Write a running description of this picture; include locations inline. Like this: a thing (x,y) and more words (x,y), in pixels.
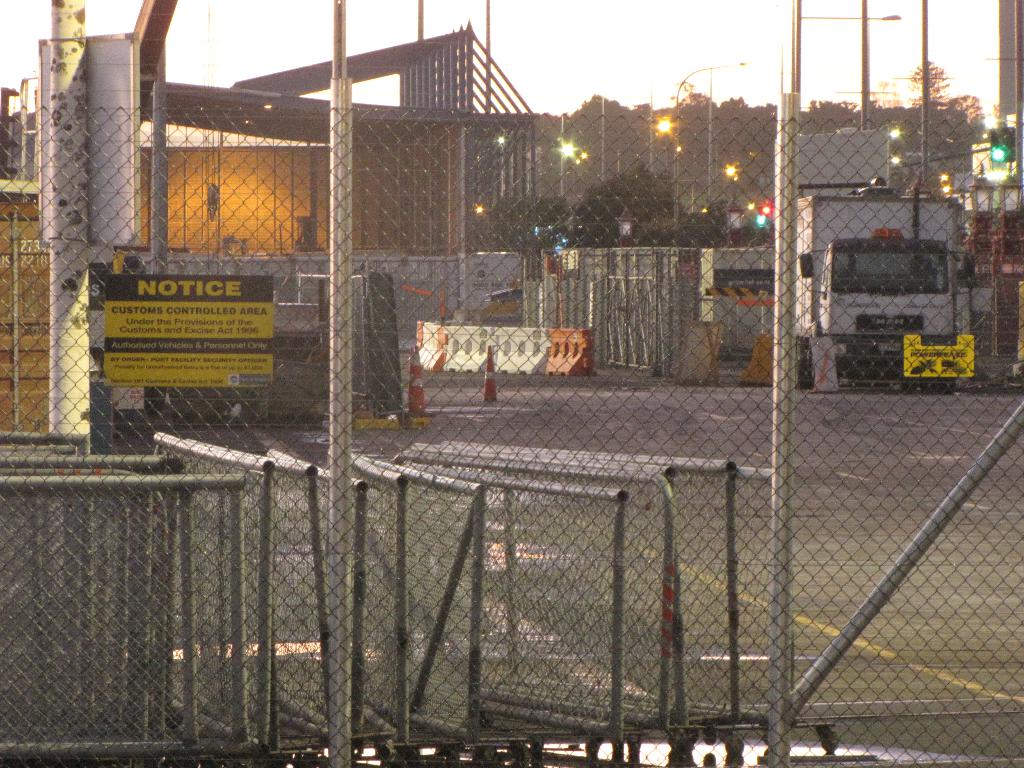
In this image we can see buildings (444,227), motor vehicles (811,291) on the road (435,389), traffic cones (419,390), information boards (200,330), street poles (836,19), street lights (944,176), trees (694,108), mesh (86,520), barrier poles (733,474) and sky (180,52) in the background (383,94).
